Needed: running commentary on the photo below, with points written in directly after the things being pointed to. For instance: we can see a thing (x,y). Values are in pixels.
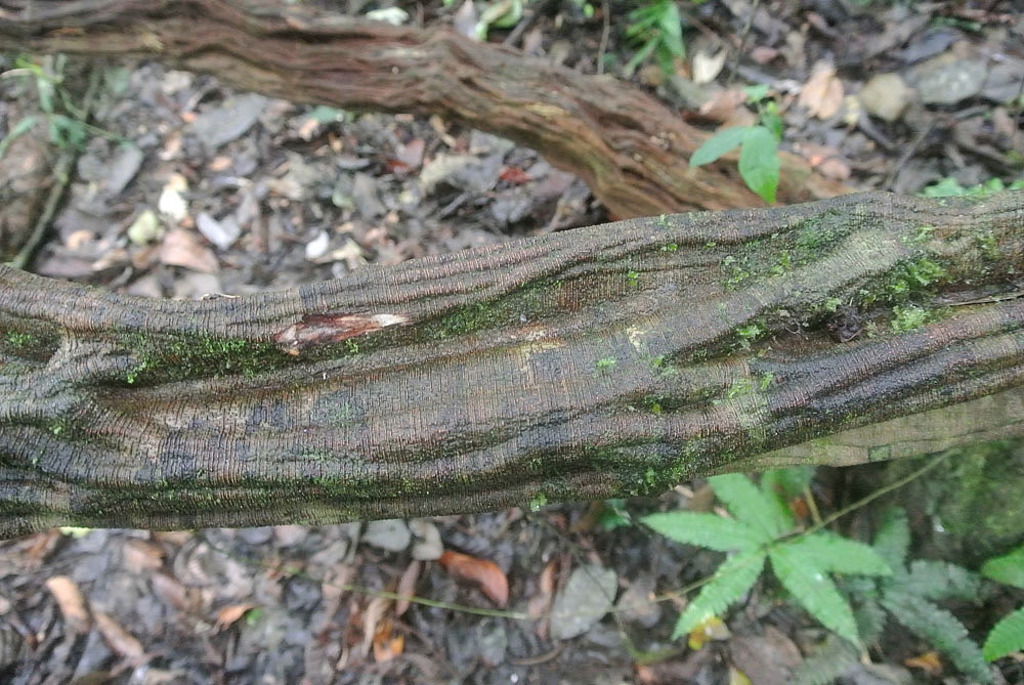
In the image we can see some stems (383,52) and plants (62,156) and leaves (811,23).
